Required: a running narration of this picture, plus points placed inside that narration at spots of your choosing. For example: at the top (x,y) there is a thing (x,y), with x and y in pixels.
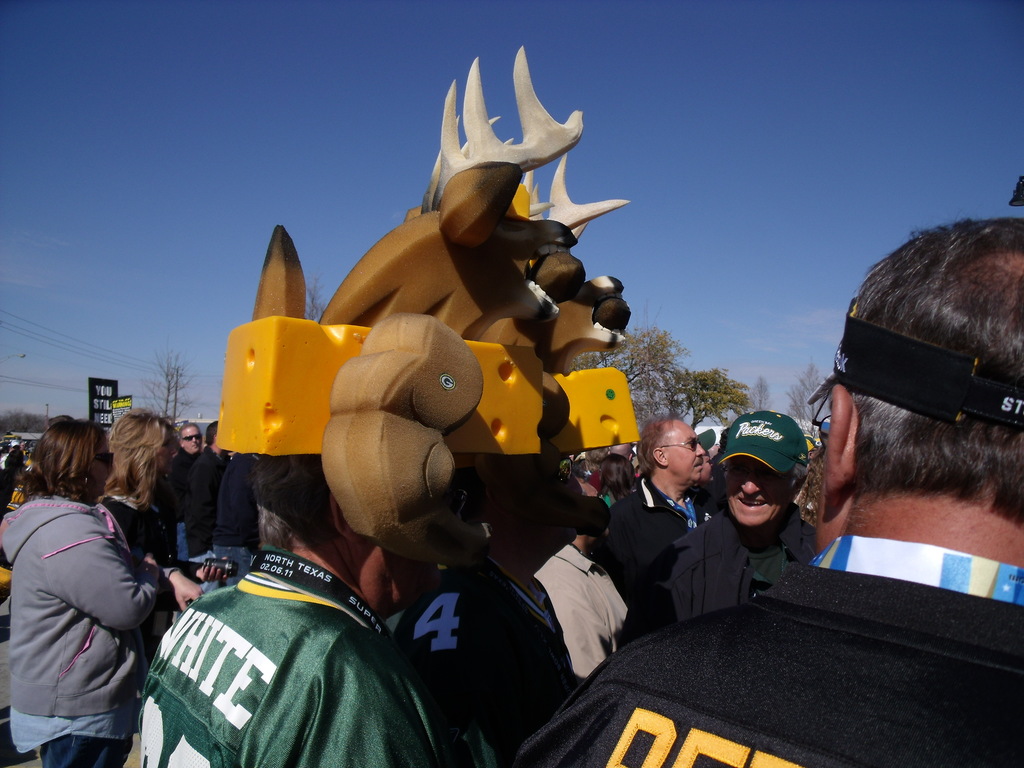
In this image we can see people (707,550) standing on the road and some are holding objects (387,423) on their heads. In the background (252,257) there are sky (608,126), trees (27,420), information boards (92,380), poles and cables (33,383).
